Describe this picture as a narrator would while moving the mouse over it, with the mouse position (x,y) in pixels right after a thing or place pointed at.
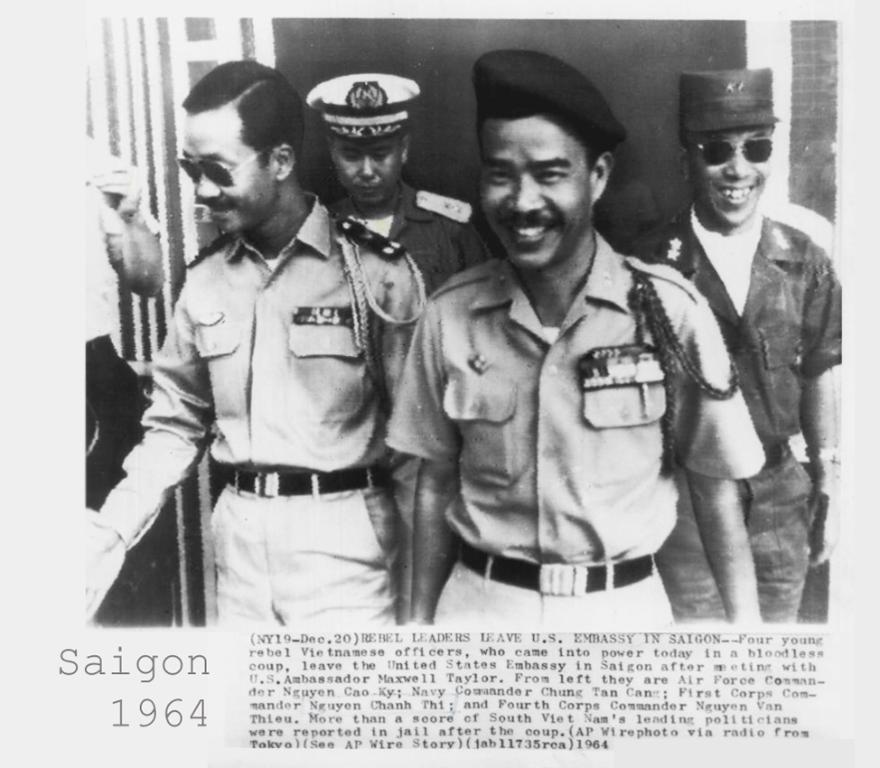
In this picture we can see a paper (27,354), there is a photograph (546,369) of four persons (649,341) on the paper (26,278), three of them are smiling, at the bottom (491,689) there is some text (489,732).
